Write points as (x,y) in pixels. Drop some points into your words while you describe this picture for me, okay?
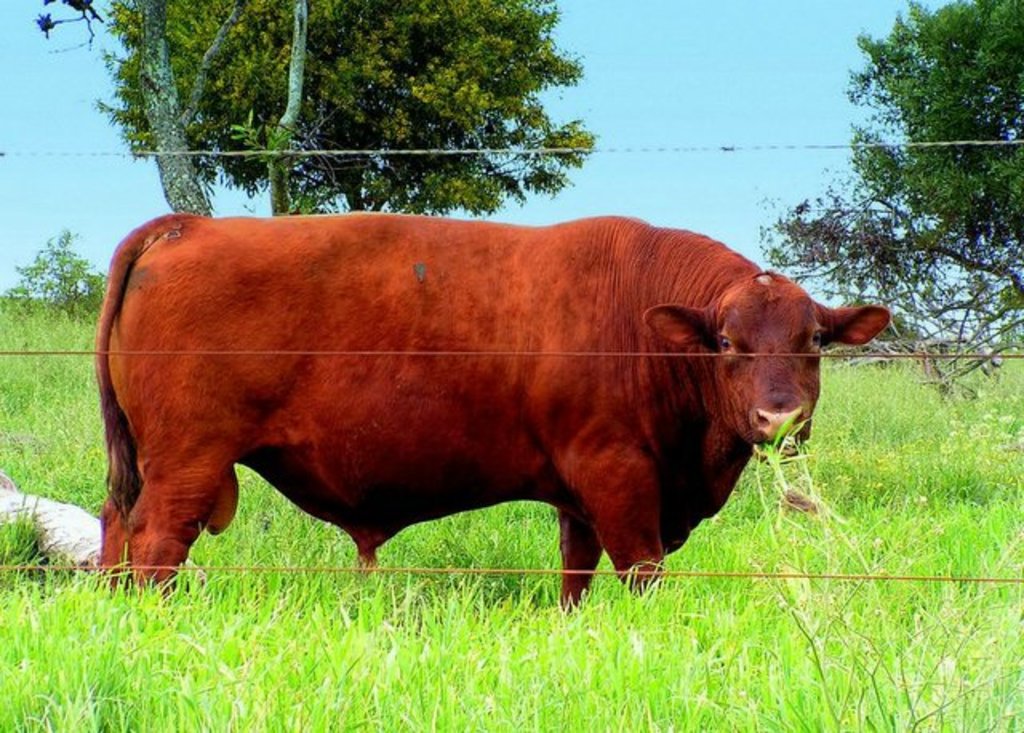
In the image there is a bull (583,399) standing on grassland (826,413) behind a fence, in the background (891,305) there are trees (324,127) and above its sky (668,32).
